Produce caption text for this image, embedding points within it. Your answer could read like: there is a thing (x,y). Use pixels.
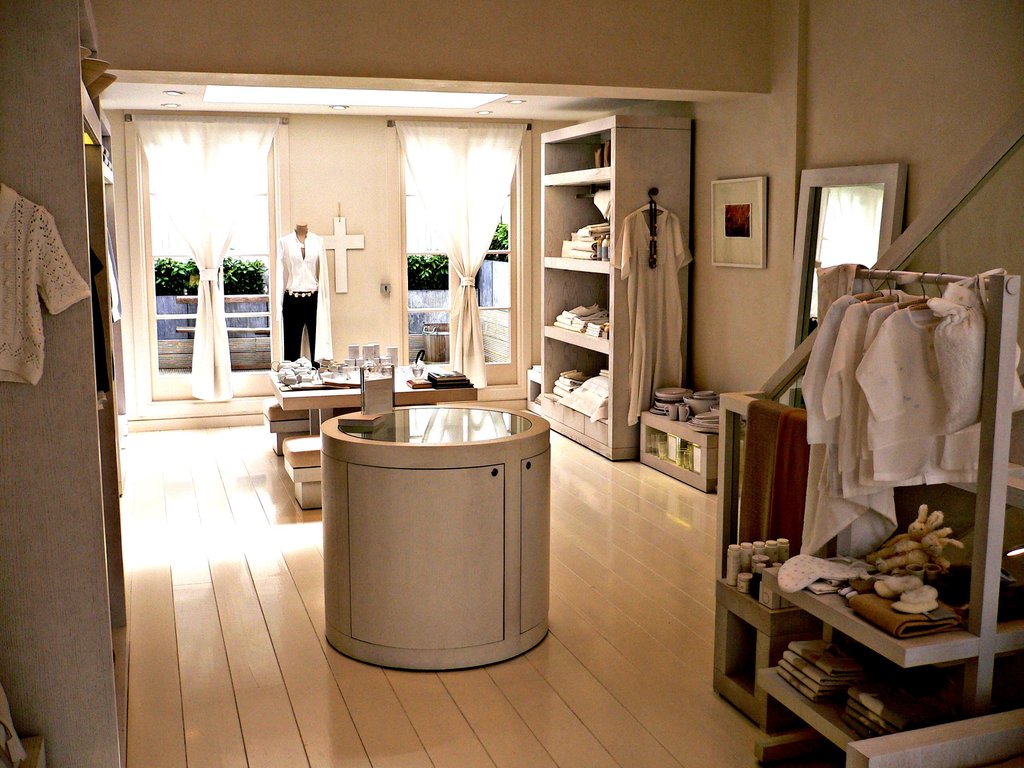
In this picture there is a staircase (1016,222) on the right side of the image (1009,208) and there are tables (399,527) in the center of the image (360,478) and there are shelves (21,496) on the right (718,508) and left side of the image (15,549), in which there are clothes (603,390), there are windows (234,271) in the center of the image (424,342).
